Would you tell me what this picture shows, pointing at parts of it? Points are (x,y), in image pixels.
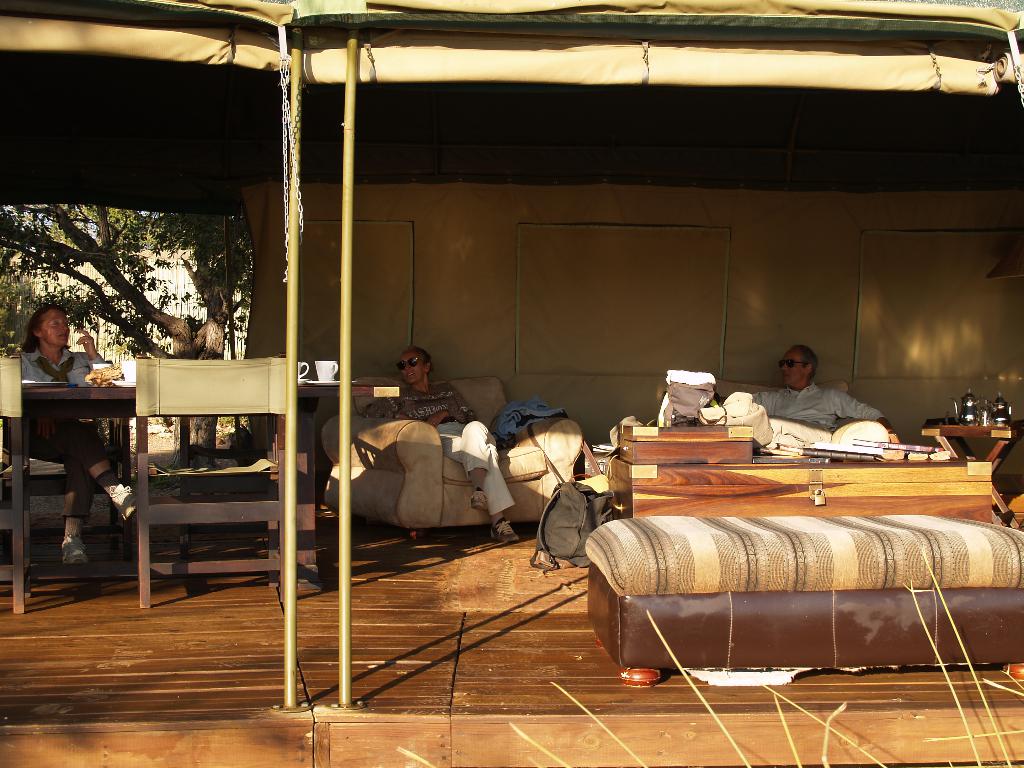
This looks like a tent (545,114). There are three people (807,426) sitting. This is a table (97,389) with some objects (110,371) on it. Here is a luggage bag (575,517) placed on the floor (560,571). This looks like a wooden box (847,497). And here is a tree (164,317) at the background (191,320).
